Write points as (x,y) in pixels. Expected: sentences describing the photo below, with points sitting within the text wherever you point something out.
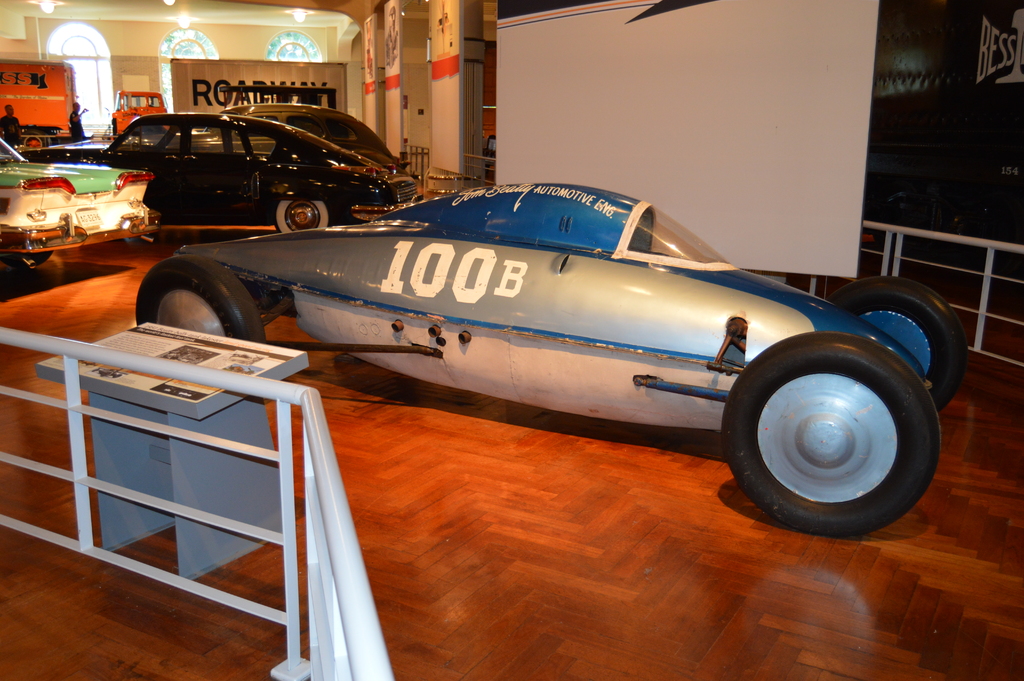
In this picture describe about the car showroom (318,217). In front (379,295) we can see a silver and blue color sports car (485,331) placed on the wooden flooring (651,465). Behind we can see white projector screen (561,104). In the background (201,149) there are some other cars (183,136) and three arch design glass doors (275,58).
